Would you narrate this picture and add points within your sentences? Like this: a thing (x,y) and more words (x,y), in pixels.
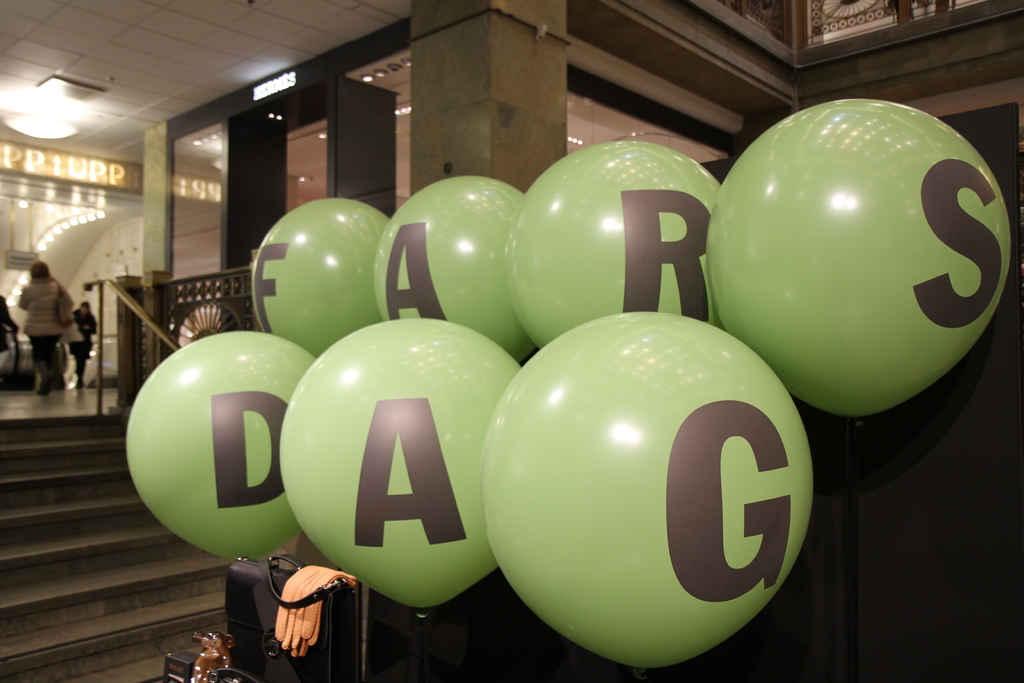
In the image we can see there are balloons (288,485) and there is a suitcase (268,637) kept on the ground (186,634). There are people (48,326) standing on the floor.
